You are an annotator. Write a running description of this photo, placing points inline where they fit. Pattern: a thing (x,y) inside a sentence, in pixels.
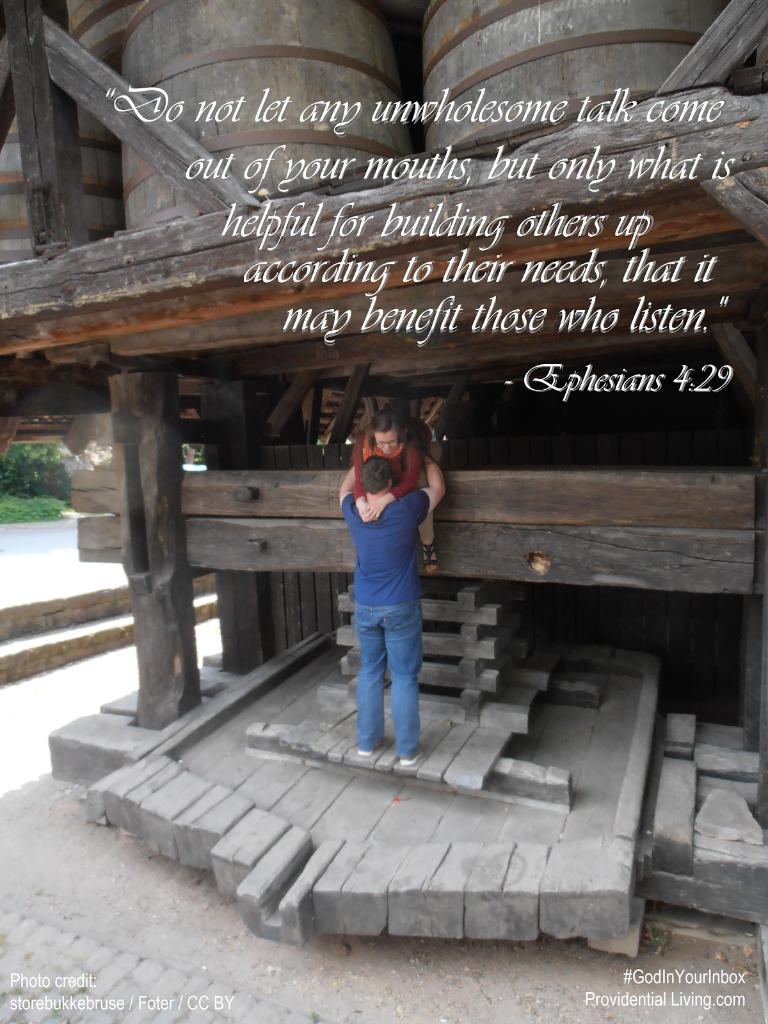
In this image I can see two persons (393,553), I can see one is wearing brown colour dress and one is wearing blue. I can also see something is written over here.
